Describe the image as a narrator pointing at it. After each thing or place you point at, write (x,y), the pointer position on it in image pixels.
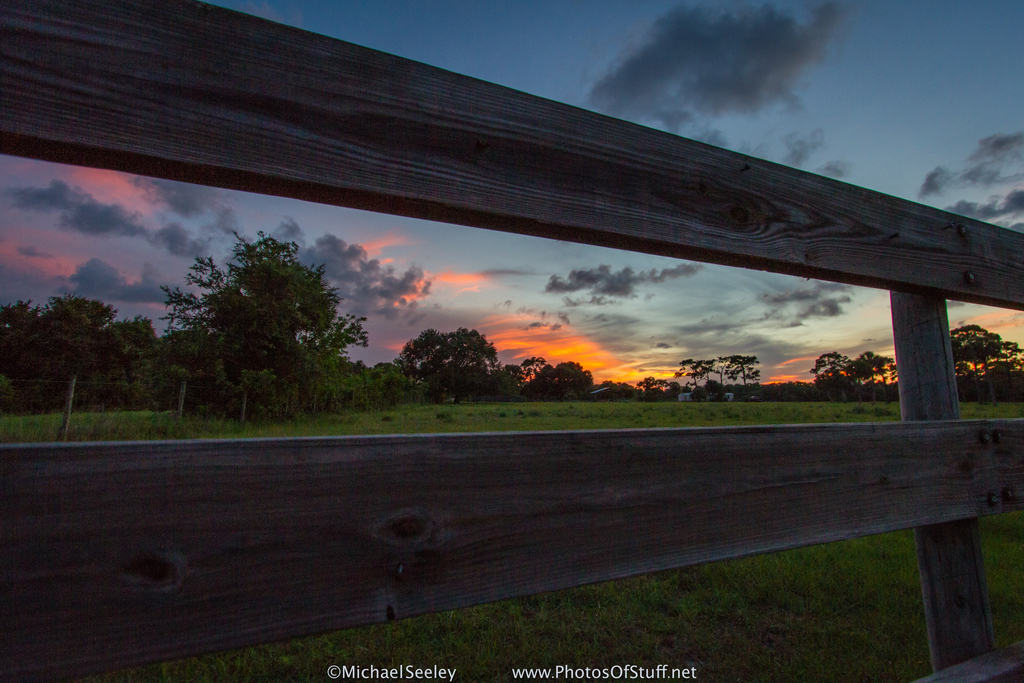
In this image we can see a fencing (968,461), there are trees (266,280), there is a grass (407,410), the sky (570,40) is cloudy.
